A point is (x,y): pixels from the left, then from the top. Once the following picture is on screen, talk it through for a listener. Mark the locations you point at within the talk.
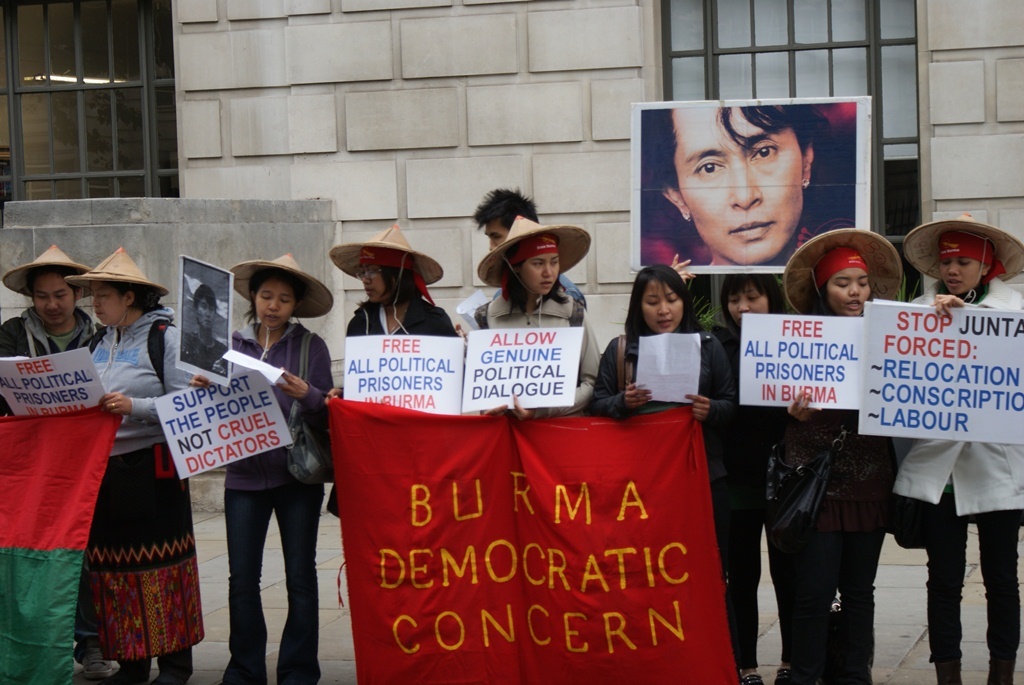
In the image there are a group of people (71,332) standing in a row, all of them are holding some posters (202,463) in their hand (331,395) and there is also a banner (418,646), is written as "Burma democratic concern" on the banner (563,426). One of the woman (692,276) is holding the image of a person (701,199), behind the people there is a wall (338,135) and there are two windows (123,43) on the either side of the wall (488,172).
